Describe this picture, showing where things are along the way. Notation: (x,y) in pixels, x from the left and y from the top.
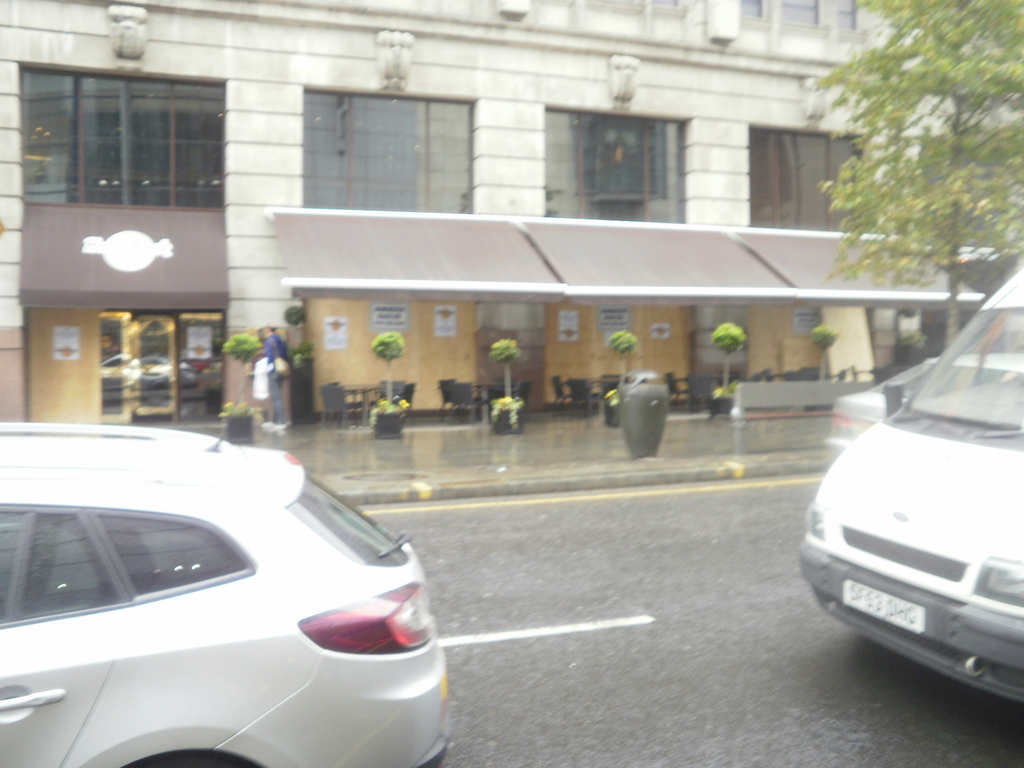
In this image I can see few vehicles (903,603) on the road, in front (236,518) the vehicle (305,488) is in white color. Background (341,367) I can see the person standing wearing blue shirt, gray pant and I can see plants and trees (994,179) in green color and the building (469,56) is in white color and I can see few glass windows (358,171).
